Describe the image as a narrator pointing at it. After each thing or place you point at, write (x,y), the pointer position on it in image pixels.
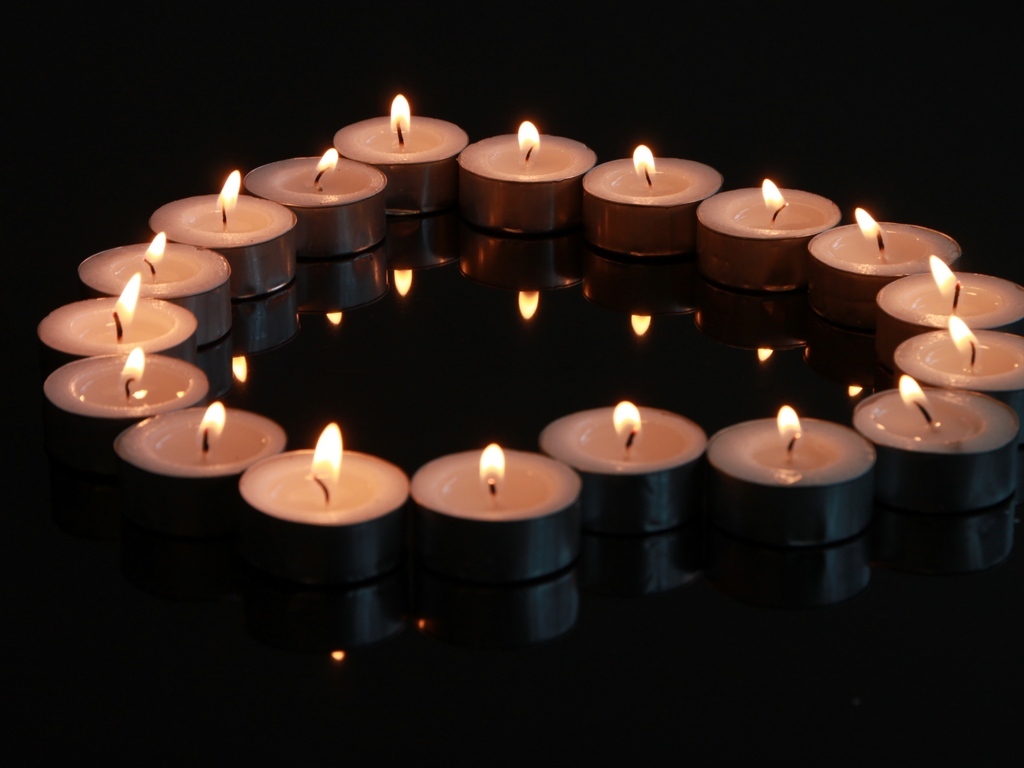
As we can see in the image there are candles (178,370) and there is reflection (347,299) of candles (160,293). The image is little dark.
